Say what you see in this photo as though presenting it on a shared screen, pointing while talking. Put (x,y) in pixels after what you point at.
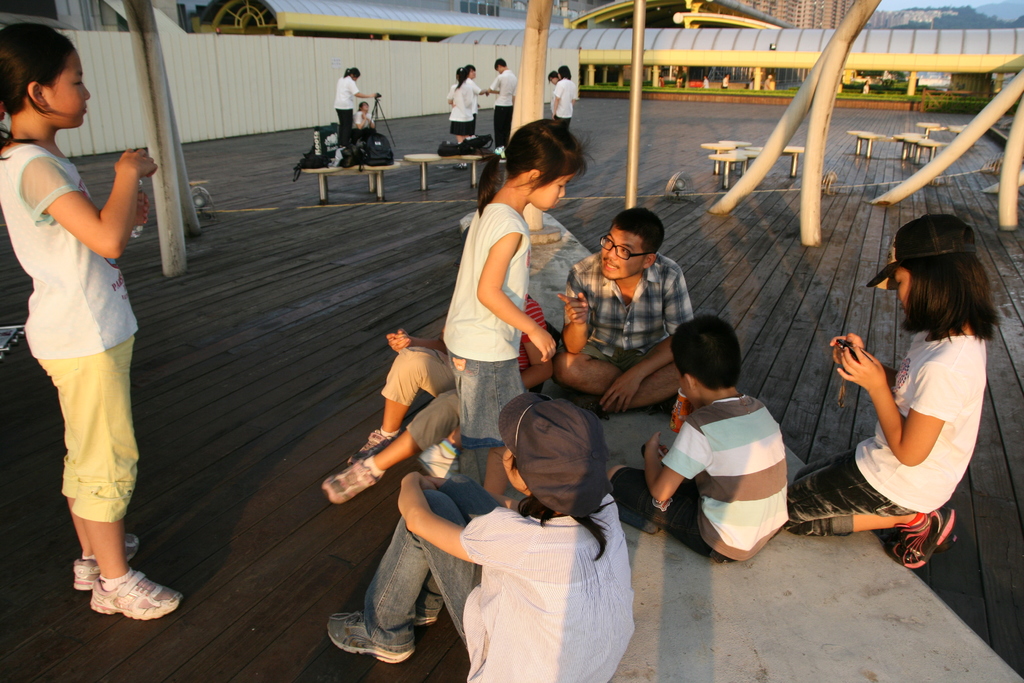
In this image, there are a few people (550,462). We can see the ground (468,171) and some poles (1015,223). We can also see some benches (472,157). Among them, we can see some benches (426,155) with objects (371,148). We can see the sheds (674,55). We can see the wall (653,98). There are a few buildings (825,23) and trees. We can also see the sky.
